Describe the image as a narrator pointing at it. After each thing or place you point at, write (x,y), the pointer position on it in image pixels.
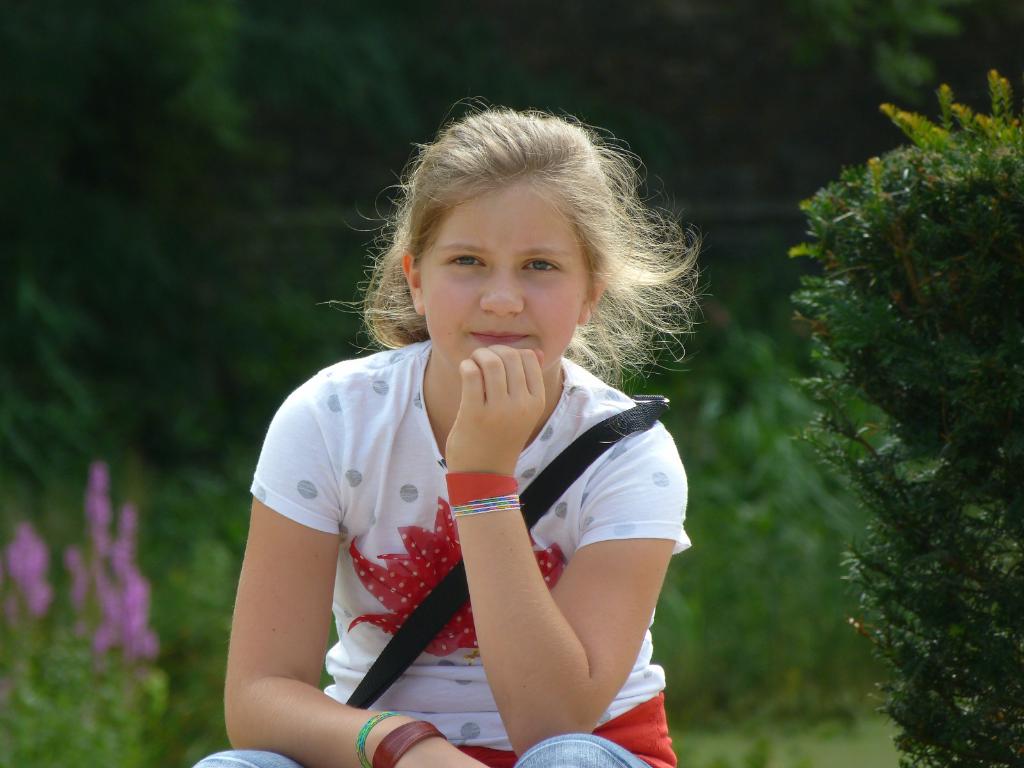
In the image there is a girl (443,355) in white dress (347,450) sitting and behind her there are plants (243,355) and trees (825,273).
